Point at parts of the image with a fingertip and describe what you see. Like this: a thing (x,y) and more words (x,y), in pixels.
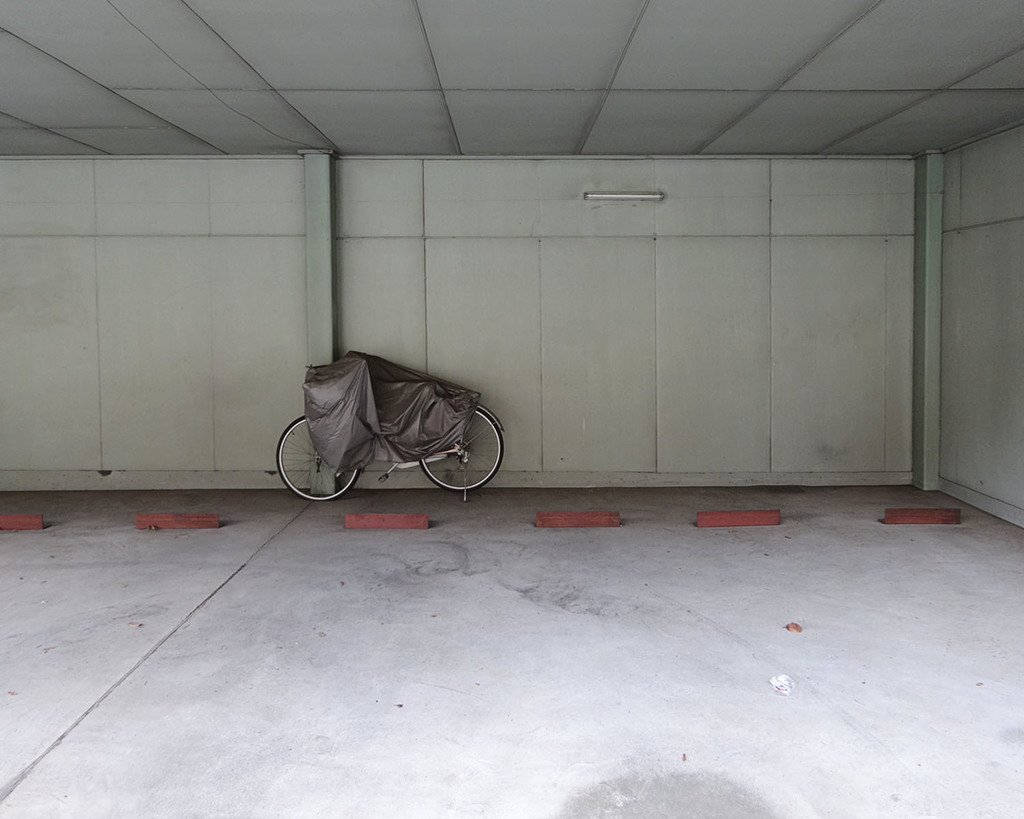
There is a floor (933,525) of a building (961,493). In the background (767,522), there are brown color poles (724,525) arranged on the floor (268,500), beside them, there is a bicycle (377,367) which is covered with a gray color cover (394,375), there is a light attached to the wall (569,184), there is a roof (598,84) and there are pillars (326,305).
